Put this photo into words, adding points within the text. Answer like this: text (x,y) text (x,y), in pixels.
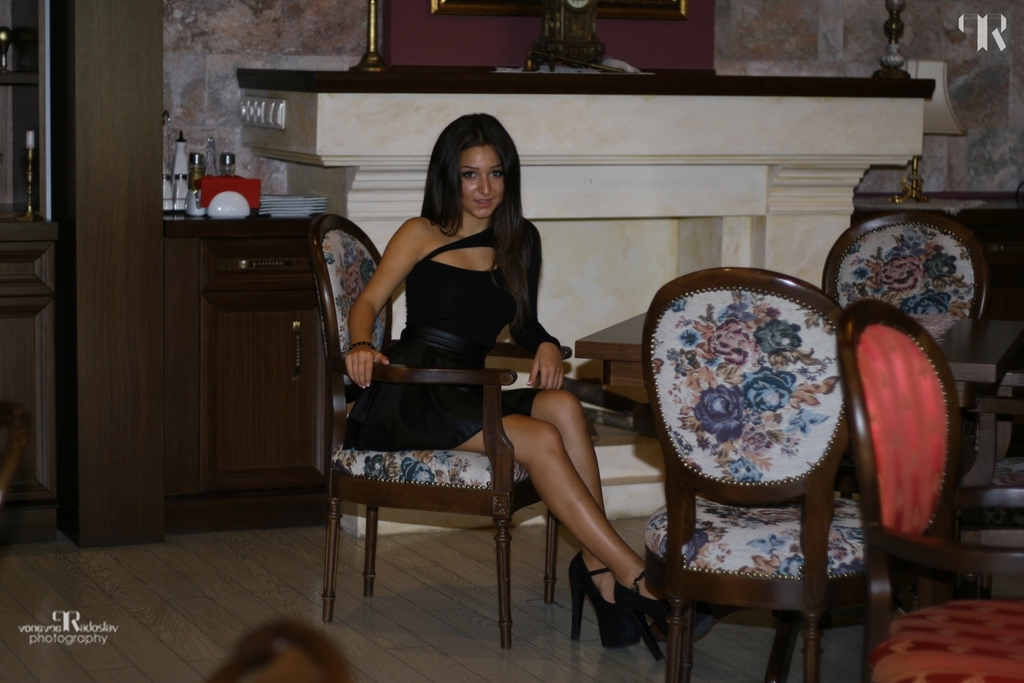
This picture shows a woman (609,643) Seated on the chair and we see few chairs (878,439) around and a table (1004,350).
